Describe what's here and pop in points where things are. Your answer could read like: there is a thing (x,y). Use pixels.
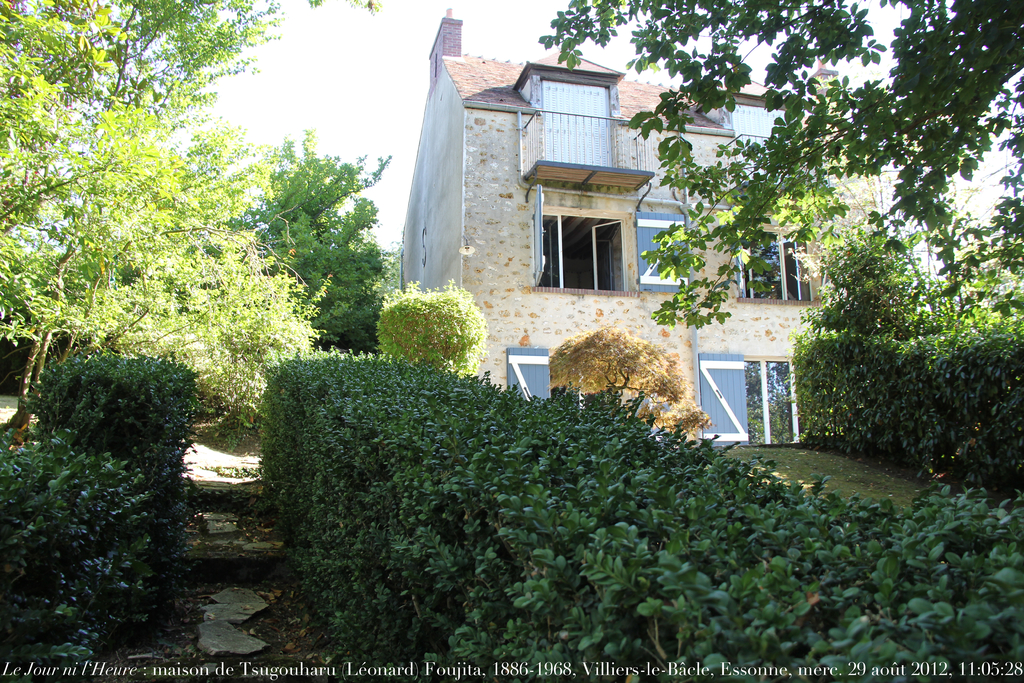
In the foreground of this image (214,479), there are plants (409,466), path (224,579) to walk and few trees (856,149). In the background (564,269), there are trees (343,259), building (474,276) and the sky (356,67).
